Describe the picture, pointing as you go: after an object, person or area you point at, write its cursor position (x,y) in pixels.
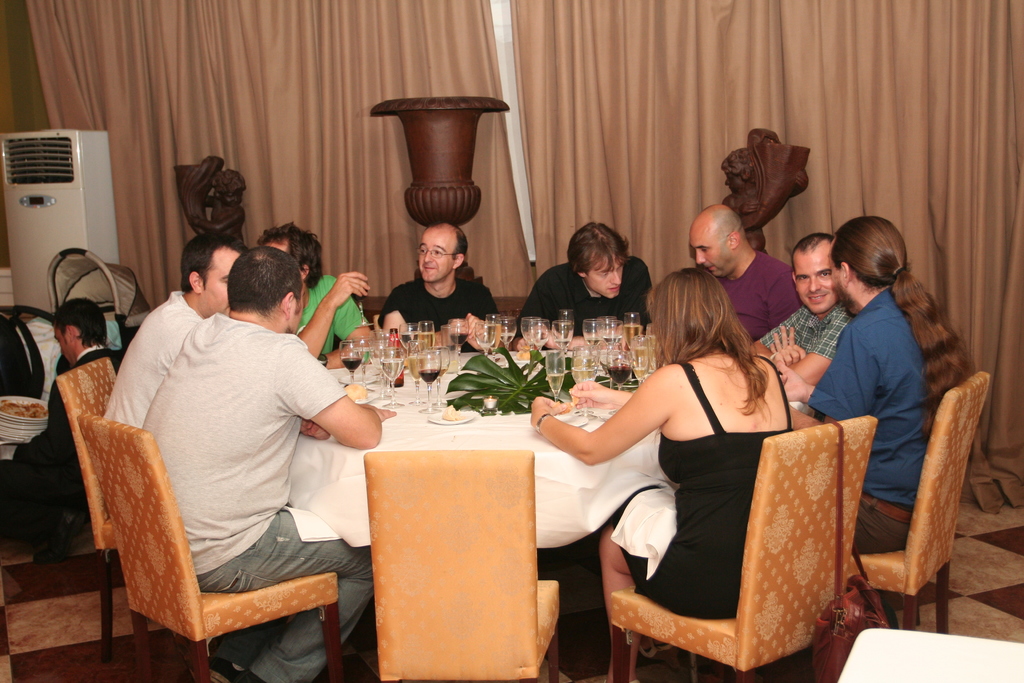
In this image we can see few people (759,306) are sitting on the chairs (193,569) around the table (356,482). There are many glasses (535,344) on the table (359,470). In the background of the image (389,131) we can see curtains (630,80) and air conditioner (61,193).
